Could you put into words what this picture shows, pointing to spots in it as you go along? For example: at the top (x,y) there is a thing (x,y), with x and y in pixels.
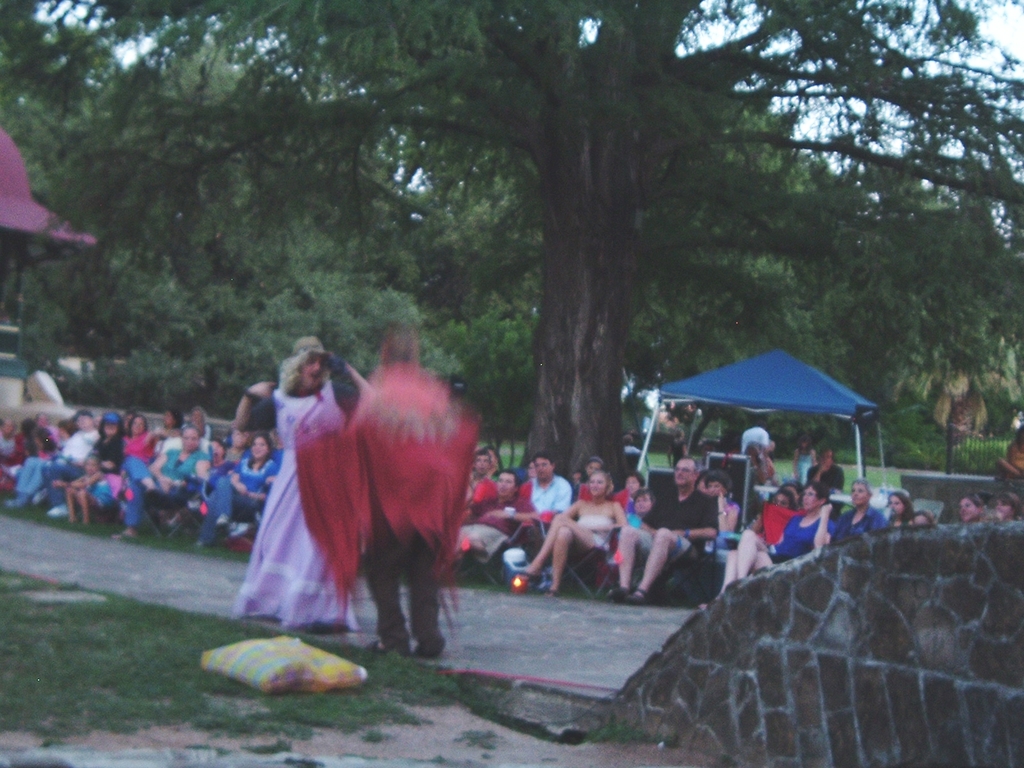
In this image I can see few people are sitting on the chairs (584,554). In front (352,513) I can see few people (339,445). Back I can see trees (743,195), blue tent (794,384) and fencing (953,436).
